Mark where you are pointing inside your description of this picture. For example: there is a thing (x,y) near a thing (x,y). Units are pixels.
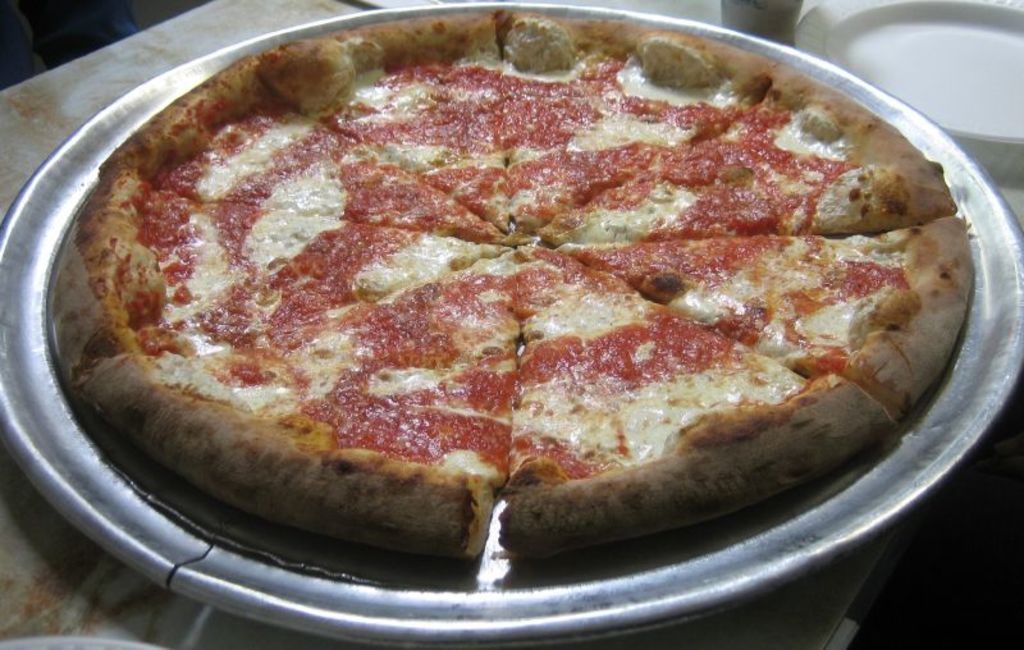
In this image, we can see some food (820,82) on the plate (234,546) which is kept on a surface (42,585). We can see a white plate (928,78) on the top right side (912,68).
